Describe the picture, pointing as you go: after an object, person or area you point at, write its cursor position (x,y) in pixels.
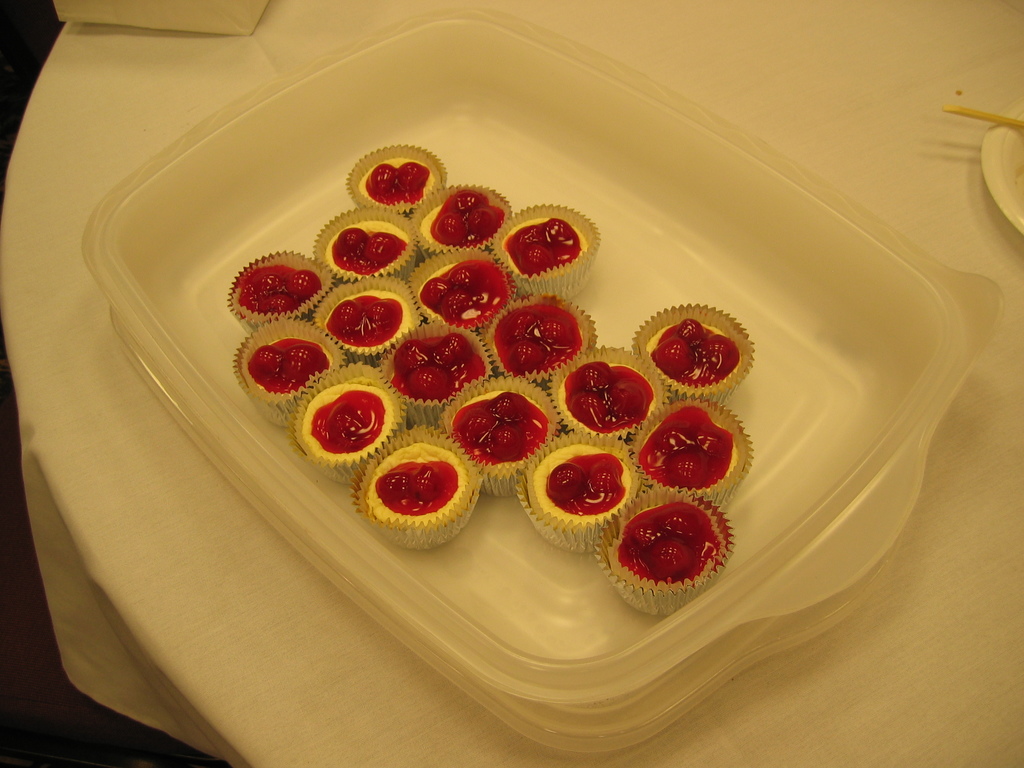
Here I can see few cupcakes (475,354) are placed in a tray (827,432) which is placed on a table (57,225). This table (126,588) is covered with a white color cloth (271,661). On the cupcakes (393,379) I can see the cherries (409,382) On this table (994,207) I can see a plate (998,167) and a box (164,15).
